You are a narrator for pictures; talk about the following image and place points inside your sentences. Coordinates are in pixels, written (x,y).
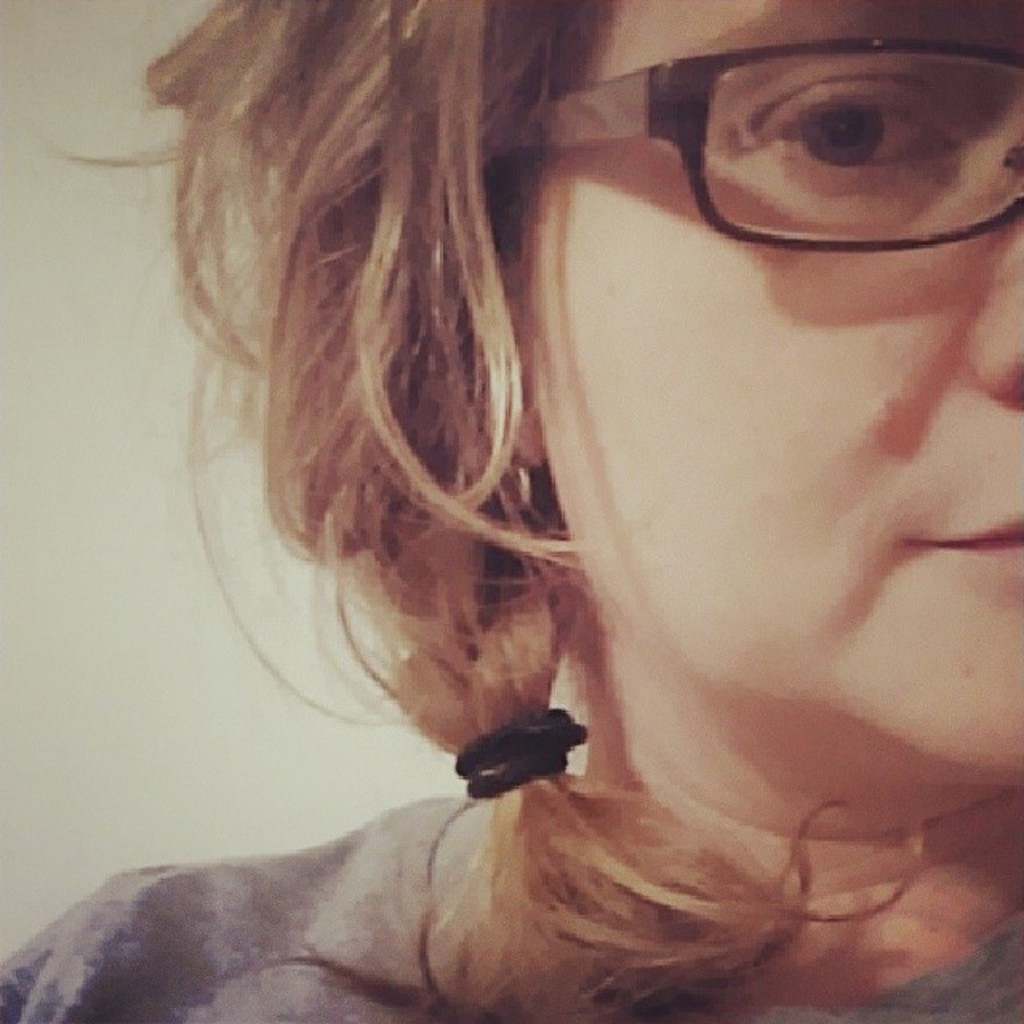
This image is taken indoors. In the background (203,590) there is a wall (203,590). On the right side of the image (754,420) there is a girl (710,468). She has worn a T-shirt (182,1006) and spectacle (763,183).
